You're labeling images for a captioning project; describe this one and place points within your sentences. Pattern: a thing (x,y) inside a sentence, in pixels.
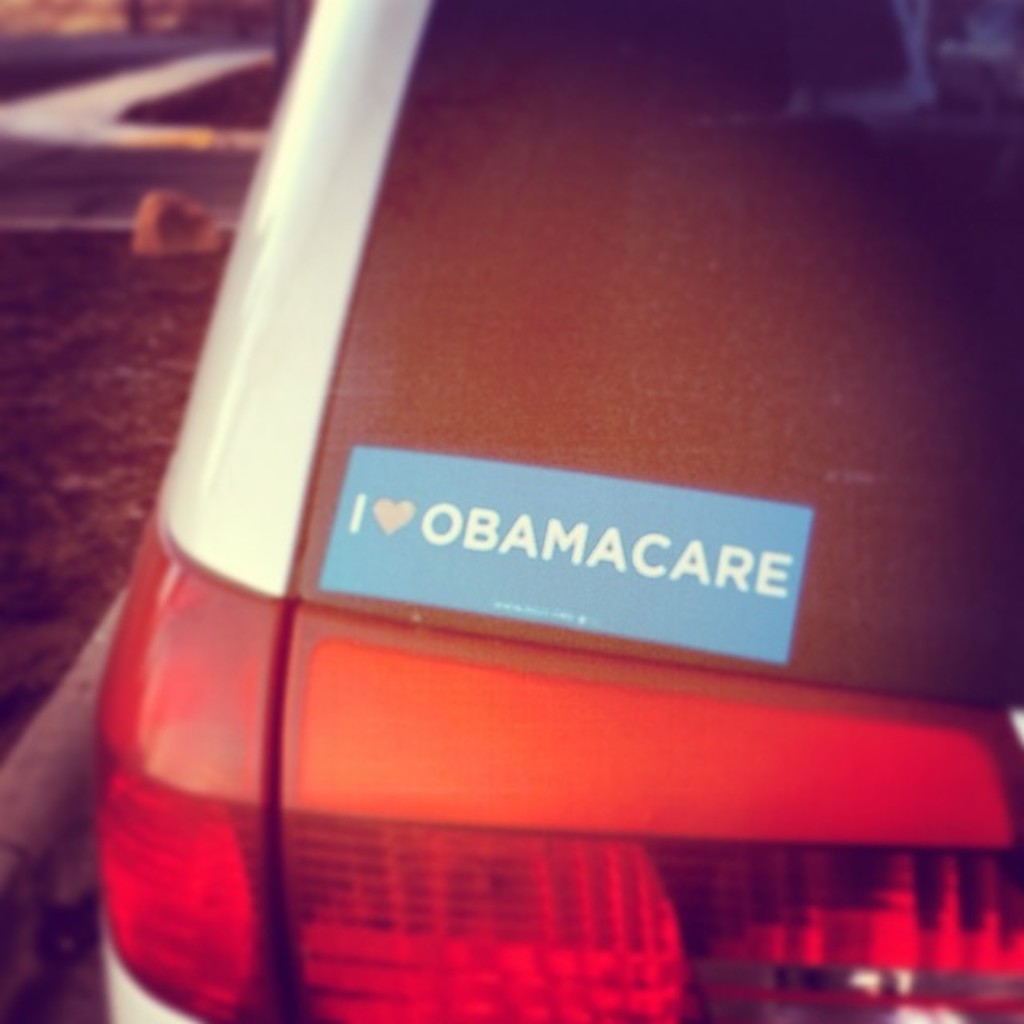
In this picture we can see a vehicle (171,896) and in the background (68,190) we can see the road (72,41) and it is blurry.
